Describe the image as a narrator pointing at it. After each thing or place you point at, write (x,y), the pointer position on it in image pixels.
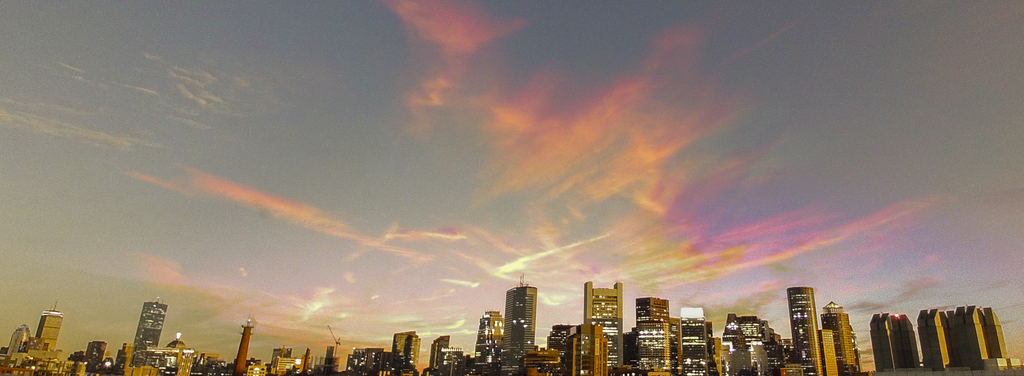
In the image we can see there so many buildings (590,351) and we can see the lights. Here we can see the cloudy pale orange and pale blue sky (477,229).
